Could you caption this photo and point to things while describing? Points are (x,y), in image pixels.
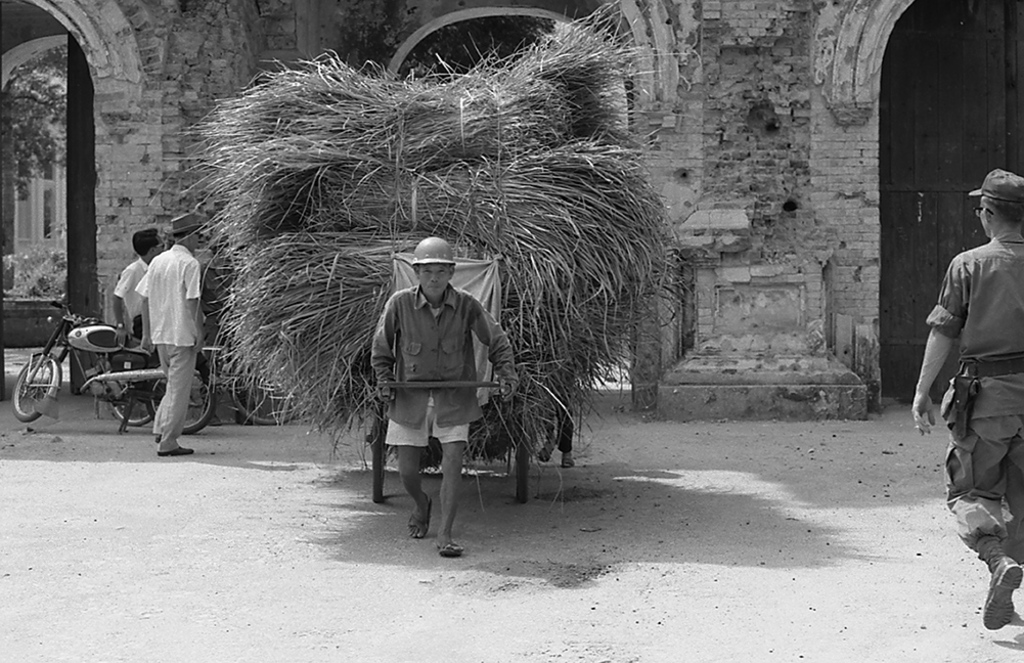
In this image, at the right side (959,429) there is a person (951,400) walking, at the middle (413,400) there is a man (436,394) holding a two wheel cart (450,386) and there is dried grass (388,197) in the cart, at the left side (164,309) there are two persons (150,299) and there is a bike (67,337).
